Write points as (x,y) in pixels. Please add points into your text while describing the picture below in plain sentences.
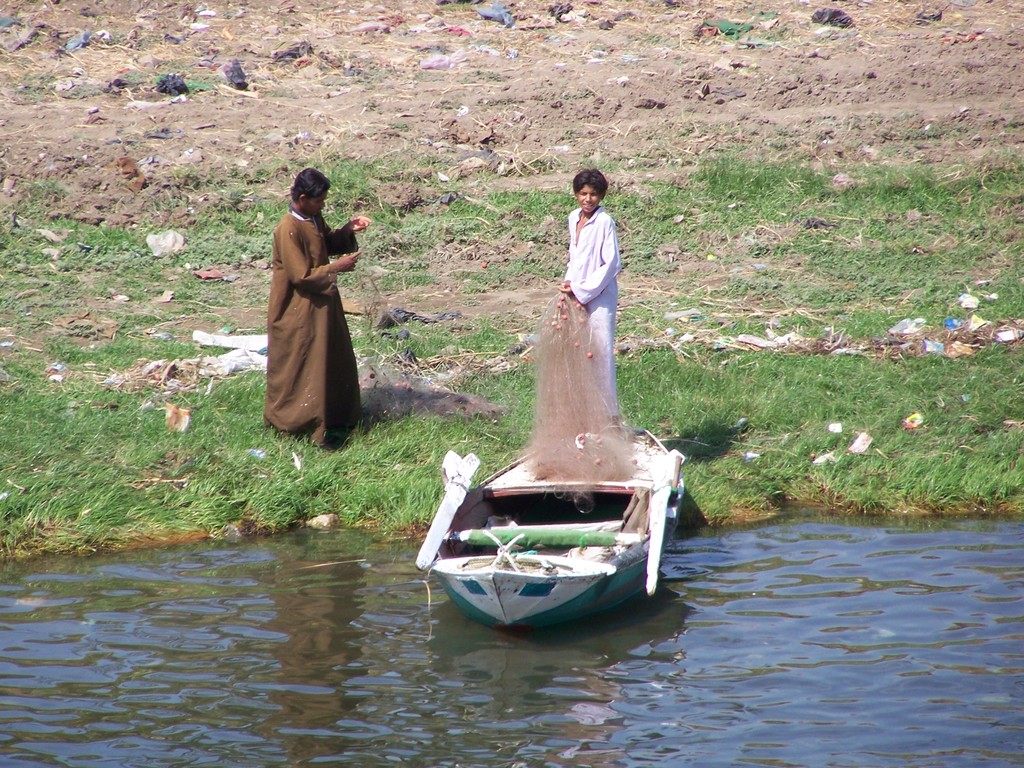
In this picture I can see the boat (555,561) on the water (562,665). I can see two people (319,291) on the green grass (288,450). I can see fishing net (574,381).
